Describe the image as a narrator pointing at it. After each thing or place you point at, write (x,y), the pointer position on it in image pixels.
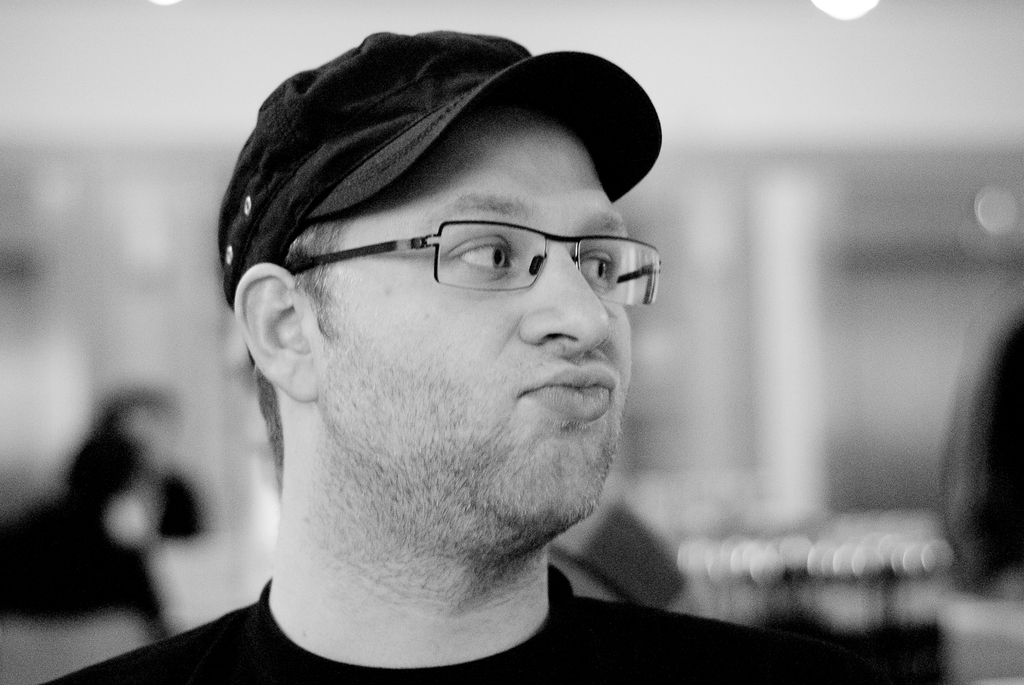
In this black and white picture there is a man (374,476). The background (152,496) is blurry.
